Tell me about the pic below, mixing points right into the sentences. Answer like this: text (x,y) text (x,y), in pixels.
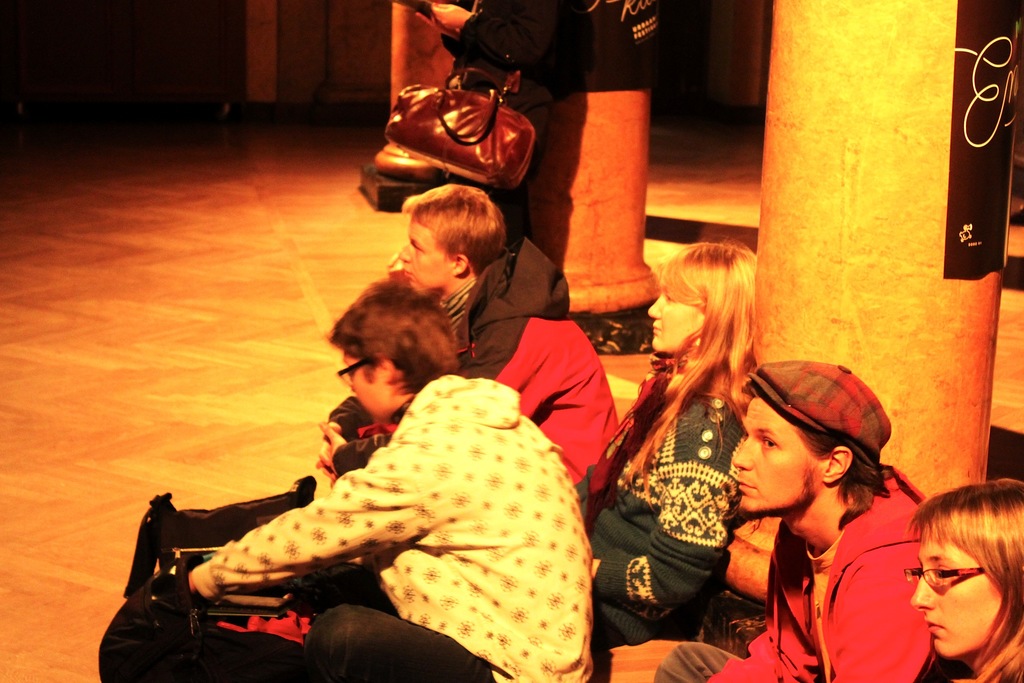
In this picture we can see people (622,538) on the floor (219,378) and in the background (1015,170) we can see pillars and some objects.
